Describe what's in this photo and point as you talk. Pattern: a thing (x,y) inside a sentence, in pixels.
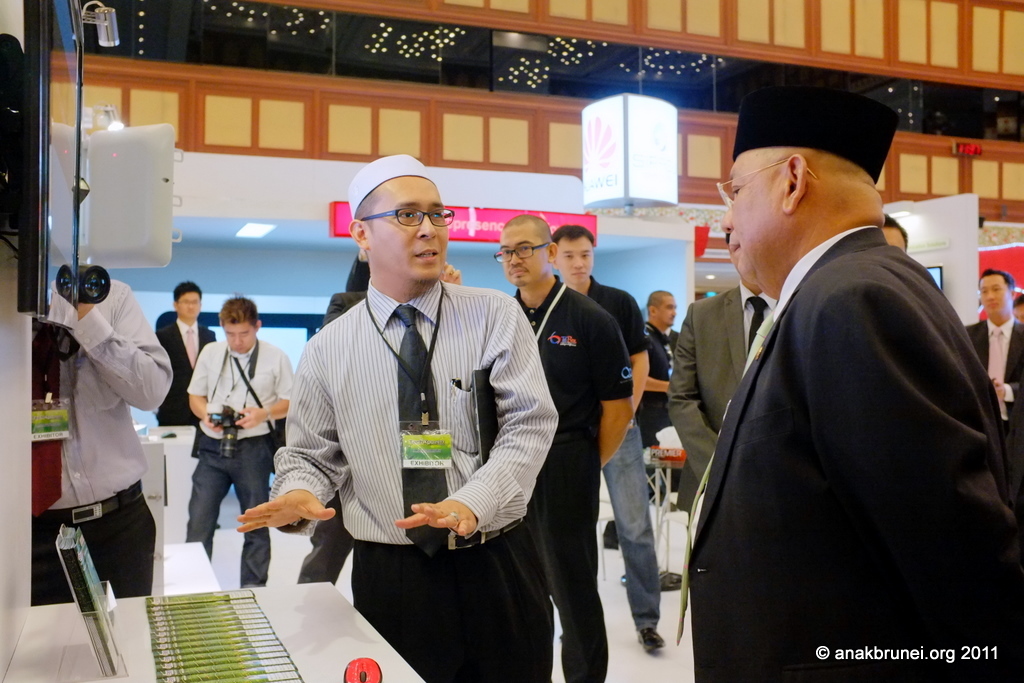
There are people (324,394) standing and we can see mouse (353,669) and some objects (217,630) on the table (142,610). Here we can see camera (102,295) and television (62,193). Background (522,192) we can see wall (140,286), light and board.
